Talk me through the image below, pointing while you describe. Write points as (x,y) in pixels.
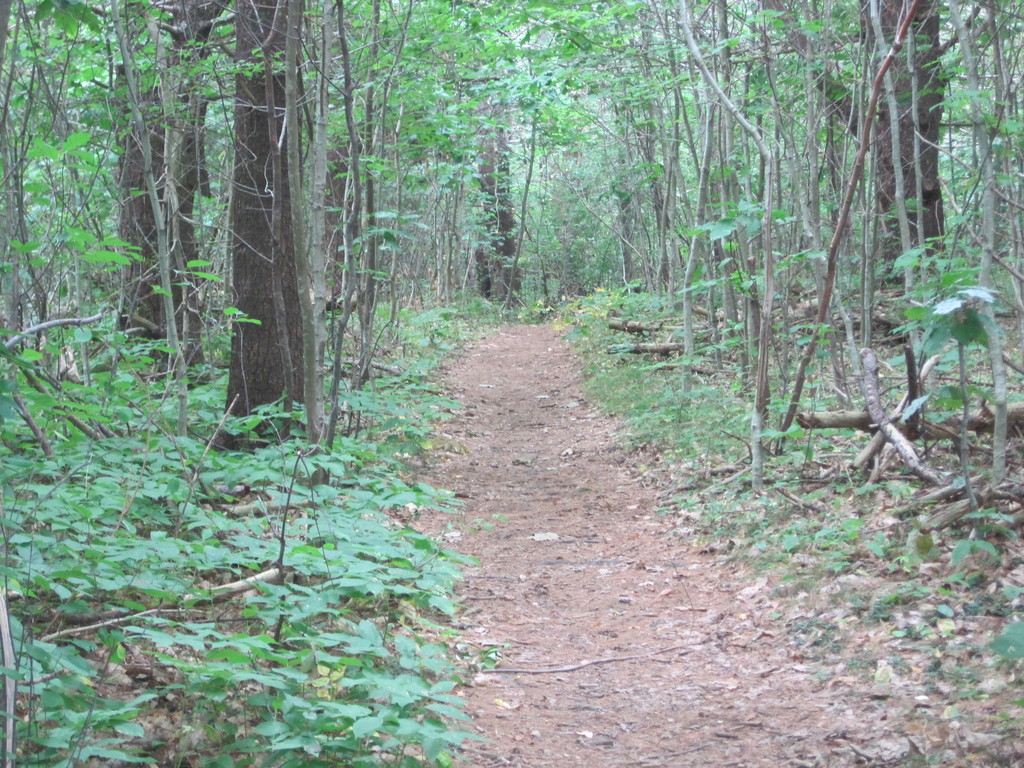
In this image, we can see a path (567,453) in between trees (312,339) and plants (858,491).
